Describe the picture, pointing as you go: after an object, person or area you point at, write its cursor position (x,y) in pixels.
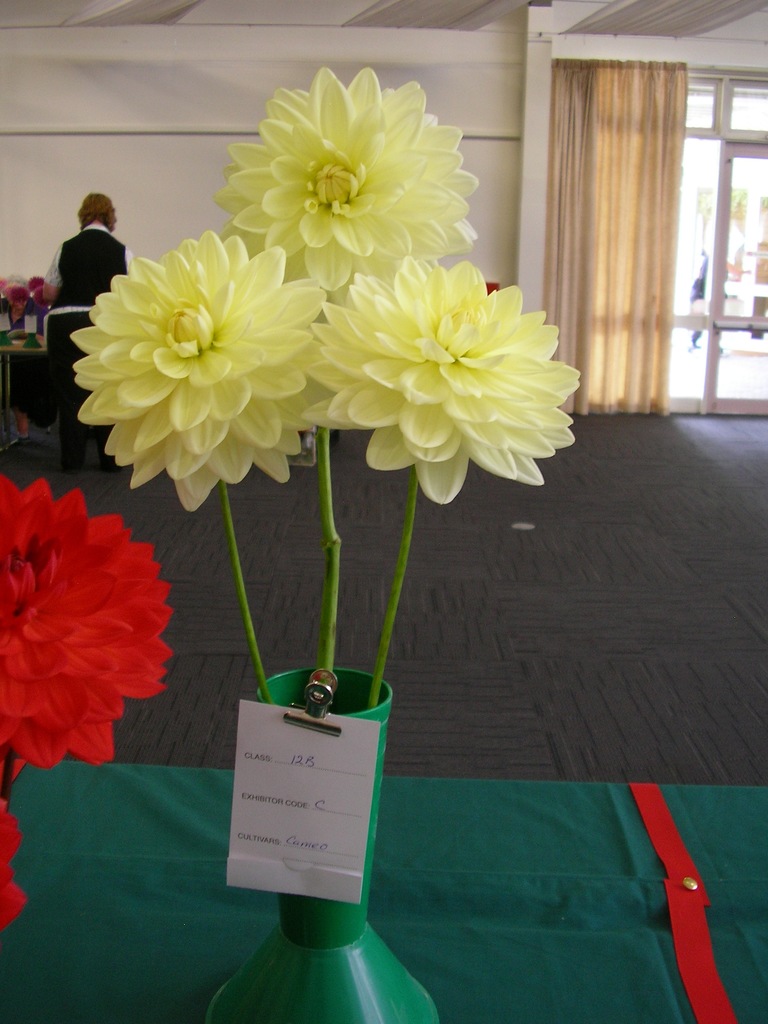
In this image we can see flower vases (234,206) with name boards (351,813) placed on the table (376,877). In the background (99,225) there is a person (66,399) standing on the floor (160,496), curtains (581,254) to the window (702,161) and wall (177,163).
